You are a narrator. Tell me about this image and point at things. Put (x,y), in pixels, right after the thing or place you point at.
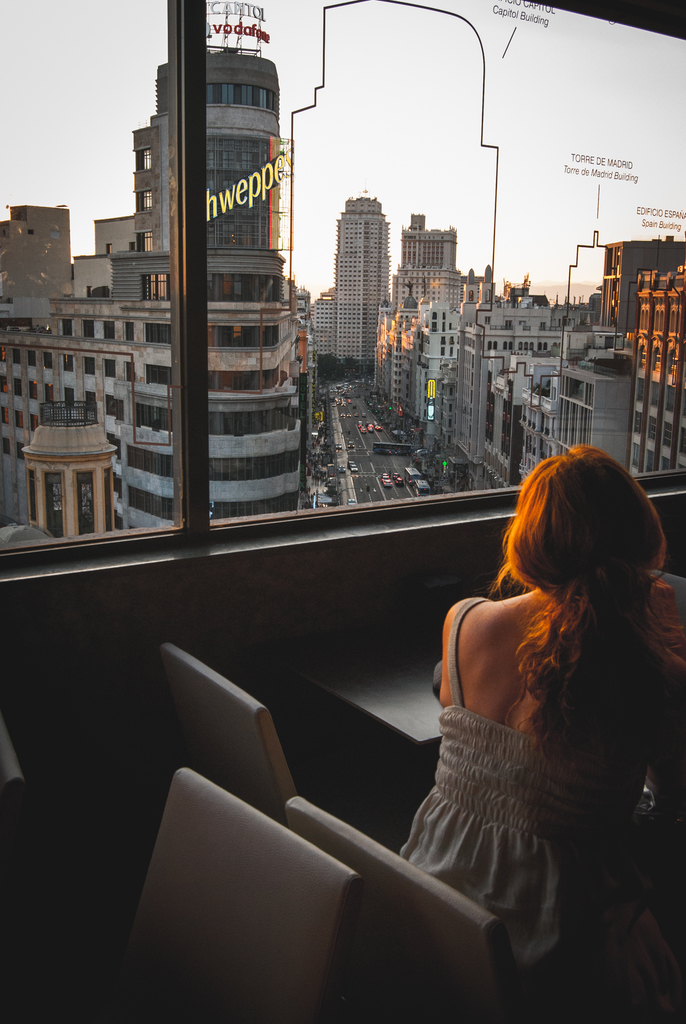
In this picture we can see a woman (533,870) is sitting in a chair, there are some chairs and a table (386,708) at the bottom (387,694), there is a glass (377,326) in the middle (382,352), from the glass (368,326) we can see buildings (409,331), there are some vehicles (377,442) traveling on the road (343,437), there is some text (584,178) on the glass (520,80), there is the sky (415,60) at the top of the picture (400,62).
